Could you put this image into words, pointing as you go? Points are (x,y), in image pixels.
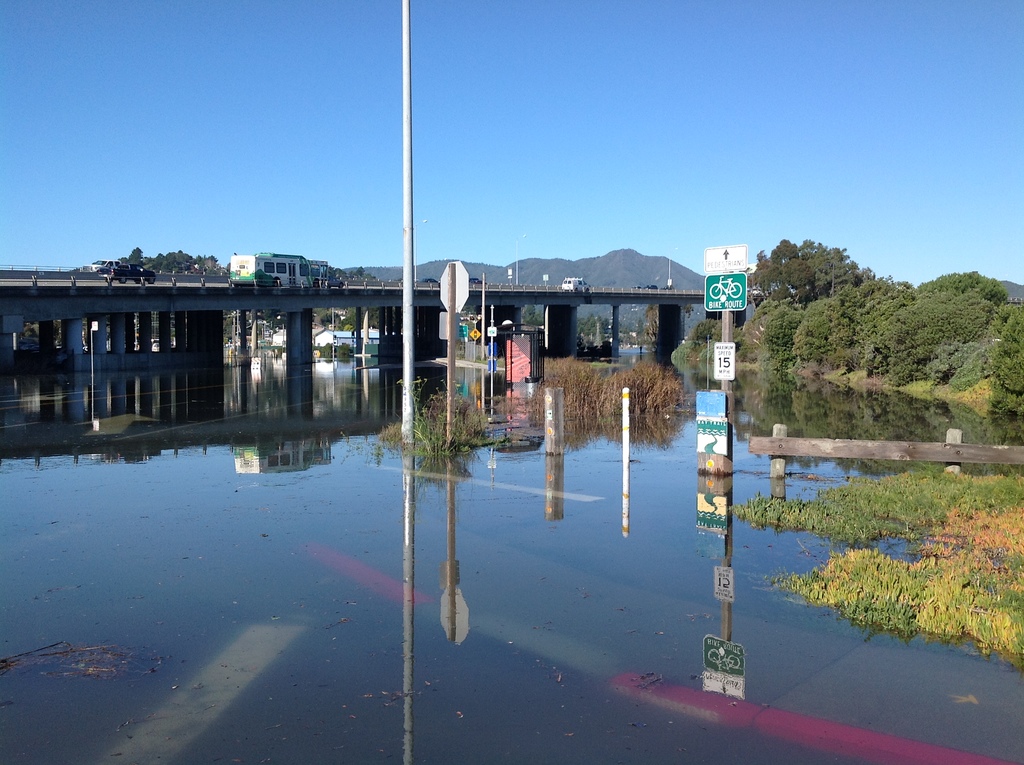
In this image, we can see a flooded road (605,430). There are some vehicles (578,286) on the bridge (290,313). There are poles (447,368) in the water (368,532). There are some plants (951,322) on the right side of the image (954,330). There is a hill (398,274) in the middle of the image (609,273). There is a sky (519,182) at the top of the image (479,159).
